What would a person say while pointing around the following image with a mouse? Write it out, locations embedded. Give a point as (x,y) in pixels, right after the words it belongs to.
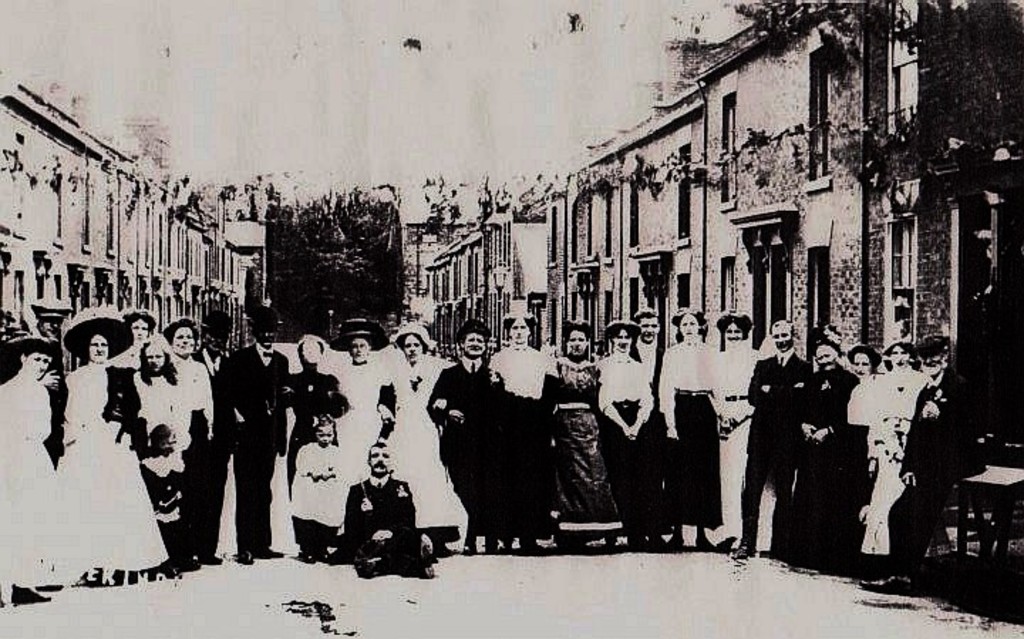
It is a black and white old image, in the foreground (58,372) there are a group of people (443,430) standing and posing for the photo, behind them there are buildings (586,212).
